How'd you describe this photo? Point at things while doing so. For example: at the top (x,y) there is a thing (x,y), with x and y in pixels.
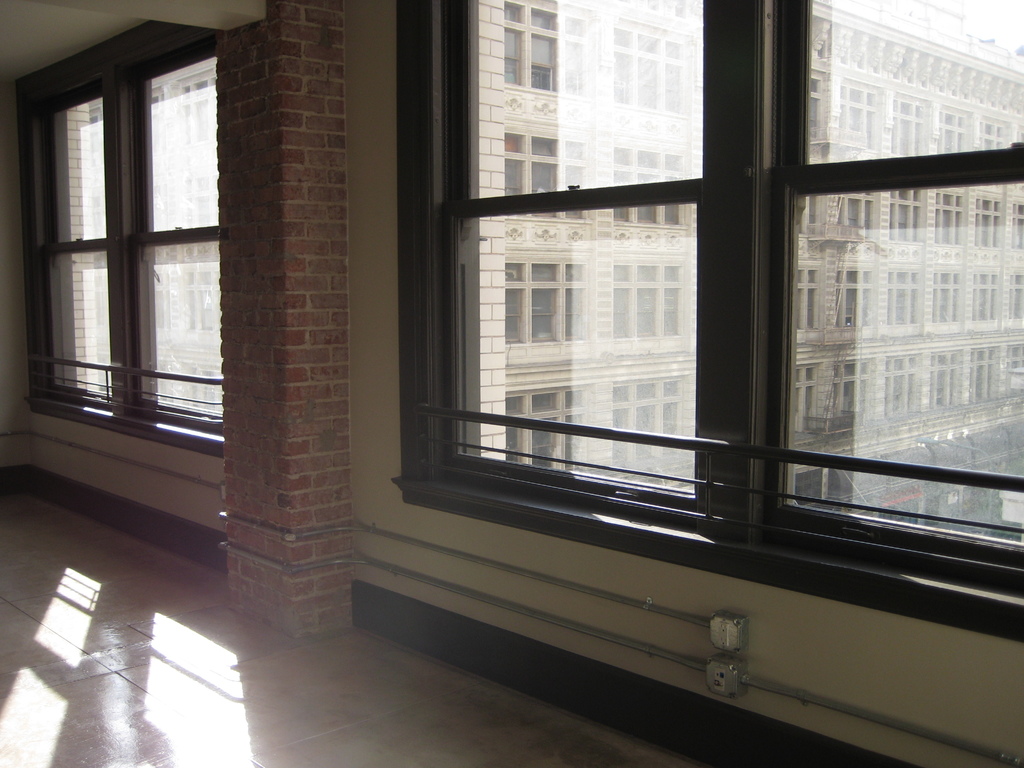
At the bottom of the image (281,693) there is a floor (263,716). In the center of the image (343,392) there is a pillar (317,552). In the background of the image (520,362) there are glass windows (632,335) through which we can see buildings (888,265).
